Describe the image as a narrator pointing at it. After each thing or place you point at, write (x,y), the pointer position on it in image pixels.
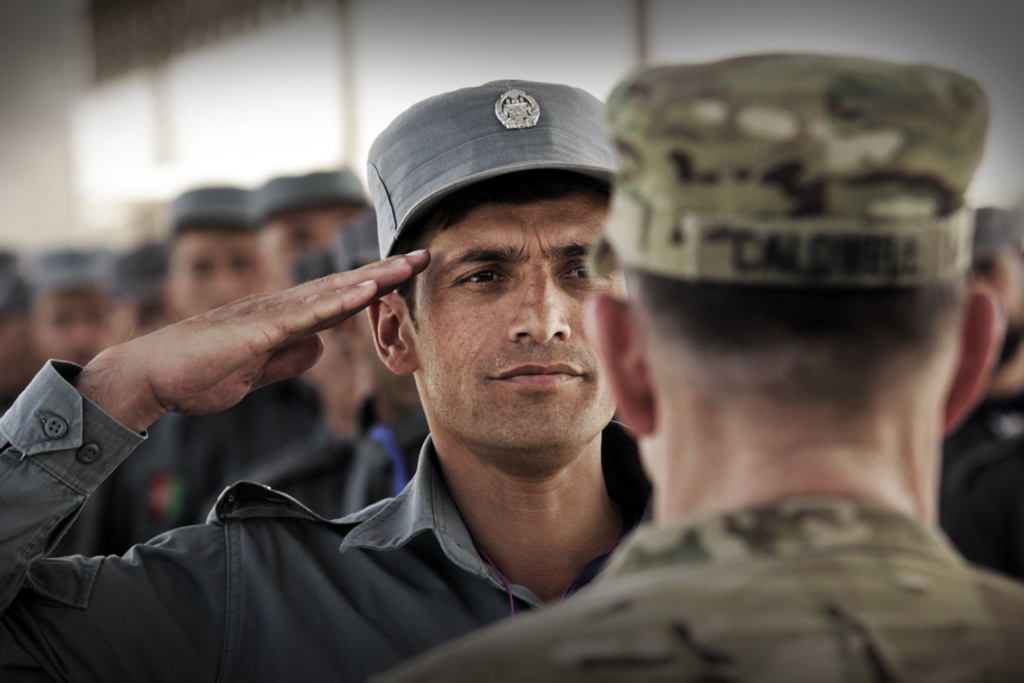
In this picture we can see a man (554,238) wearing a cap (547,147) and saluting. On the right side of the picture (785,452) we can see a man (590,646) wearing a cap (735,156). Background (329,264) portion of the picture is blurred and we can see people (102,260).
